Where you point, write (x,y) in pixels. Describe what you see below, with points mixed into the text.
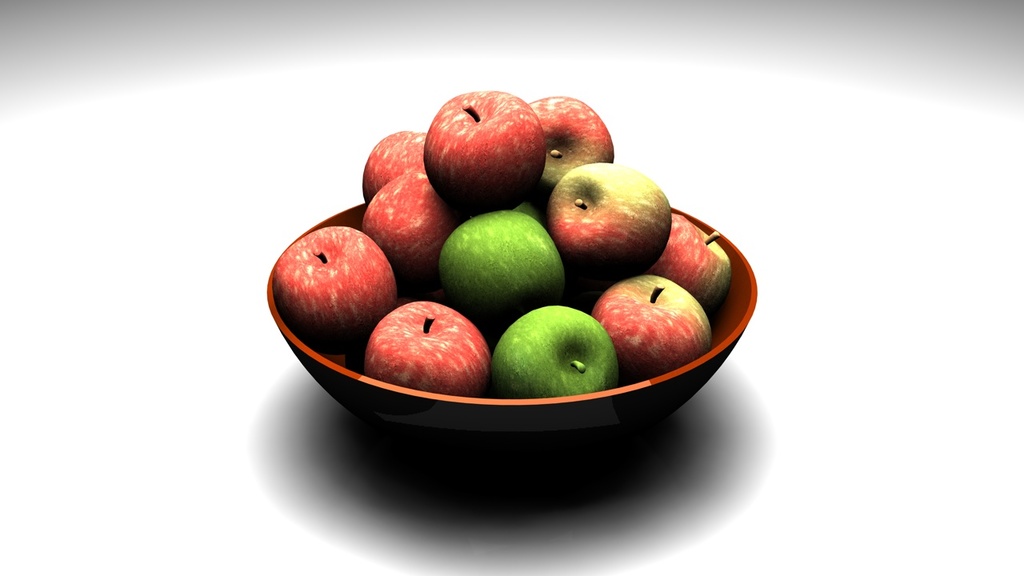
In this image, we can see a bowl (744,279), there are some apples (555,134) kept in the bowl (735,247), there is a white background (741,95).
